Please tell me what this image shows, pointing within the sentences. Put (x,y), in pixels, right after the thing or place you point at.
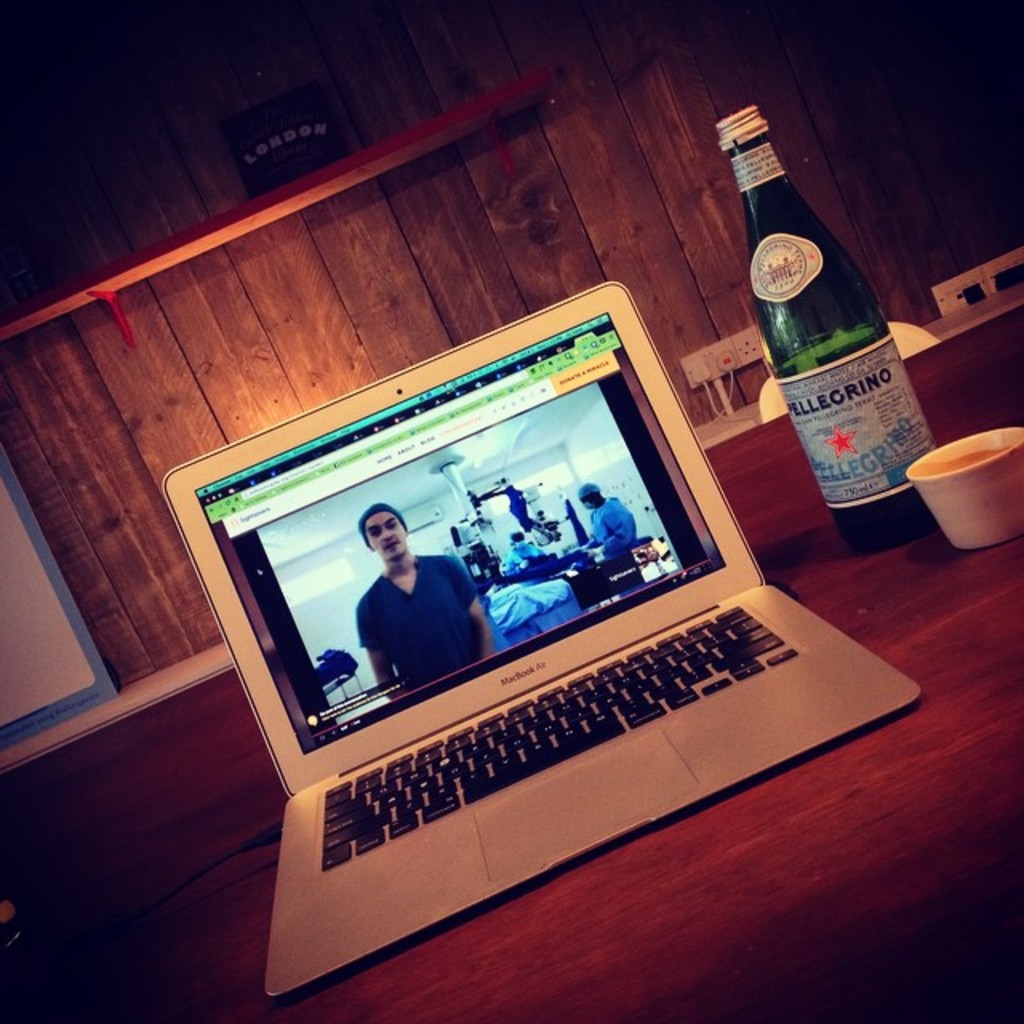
In this image there is a table (515,950), on that table (248,831) there is a laptop (427,436) beside the laptop (750,610) there is a bottle (891,489) and a cup (941,479), in the background (462,29) there is a wooden wall (936,215).
